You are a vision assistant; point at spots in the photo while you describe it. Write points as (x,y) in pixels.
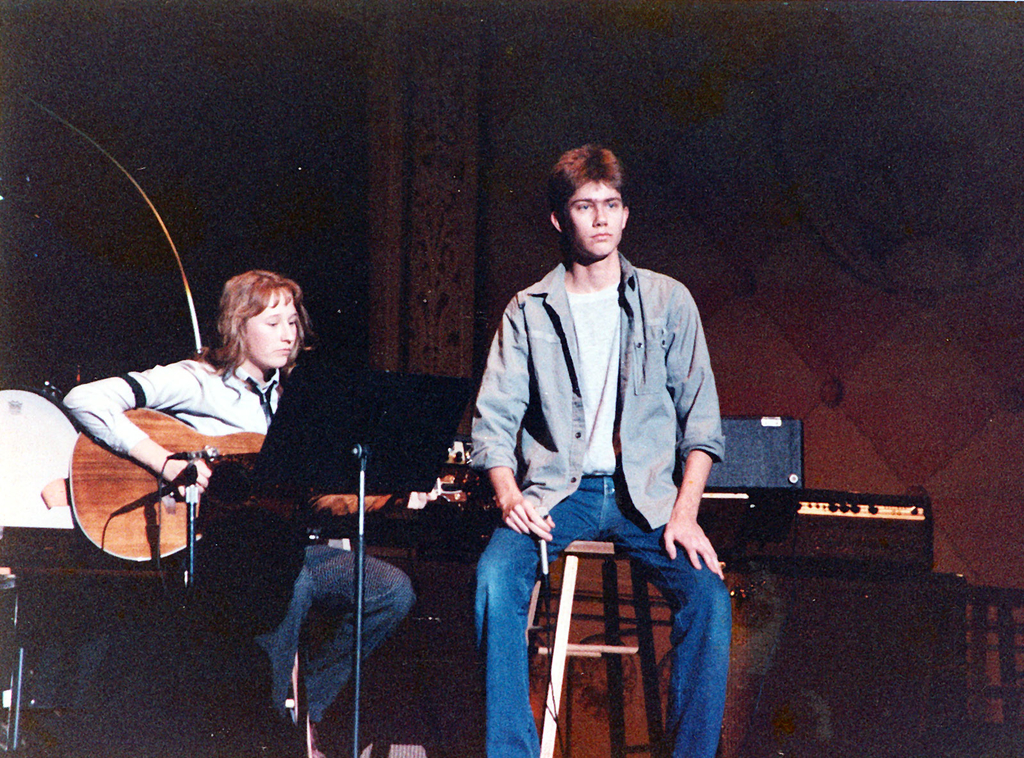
In this image there is a man (612,512) sitting in a chair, another woman (135,424) sitting and playing a guitar (119,541), and at the background (249,246) there is a wall (47,346), drums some amplifiers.
